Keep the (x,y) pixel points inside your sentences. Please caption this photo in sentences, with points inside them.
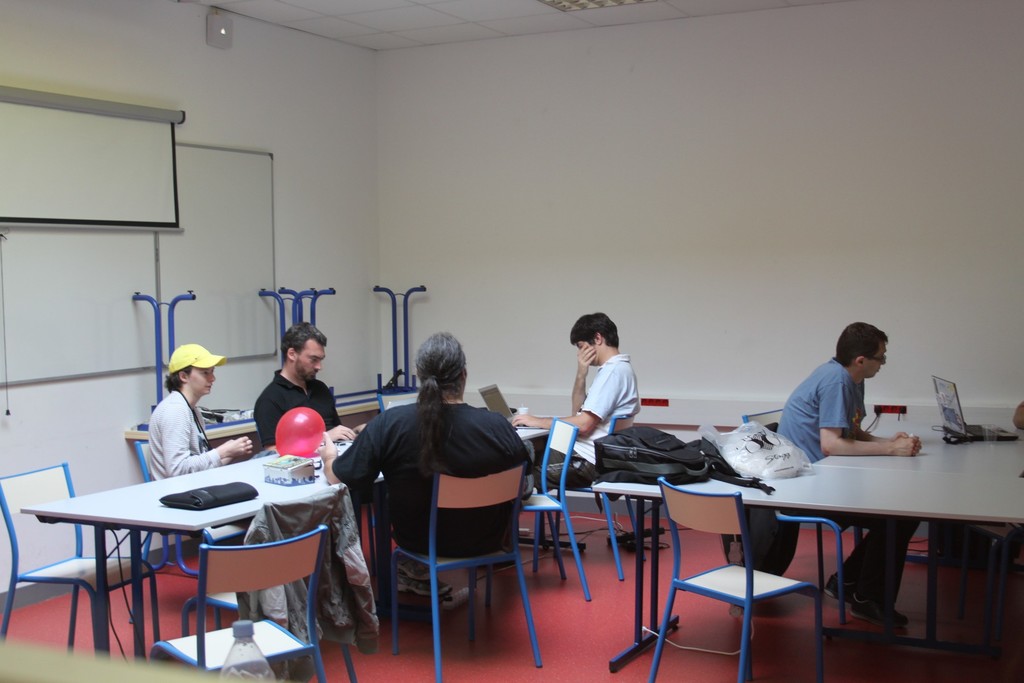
this picture shows a group of people (172,400) seated on the chairs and we see few laptops (491,405) on the table (248,461) and a projector screen (171,209) and a white board (143,274).
